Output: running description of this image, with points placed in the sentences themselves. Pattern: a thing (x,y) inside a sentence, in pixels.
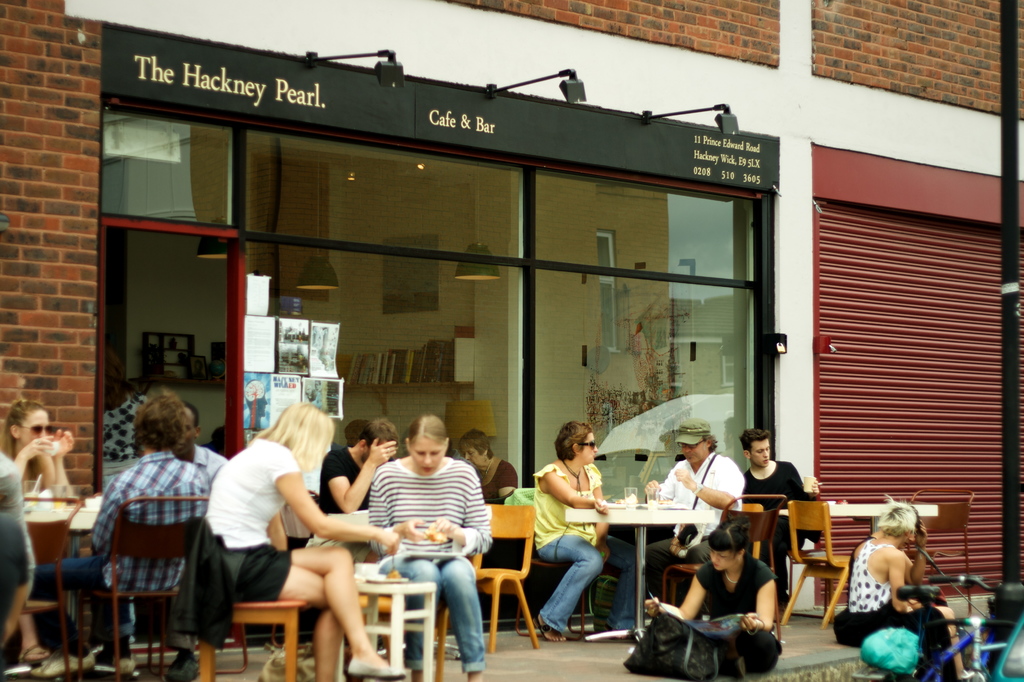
In this image we can see a group of person (480,468) sitting. There are groups of chairs (172,552) and tables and on the tables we can see group of objects (96,508). Behind the persons (685,486) we can see a building (757,154) and to the building (349,162) we can see a door (229,336) and a glass (314,300). Through the glass (553,230) we can see few objects (418,380) on the racks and lights (463,275).
